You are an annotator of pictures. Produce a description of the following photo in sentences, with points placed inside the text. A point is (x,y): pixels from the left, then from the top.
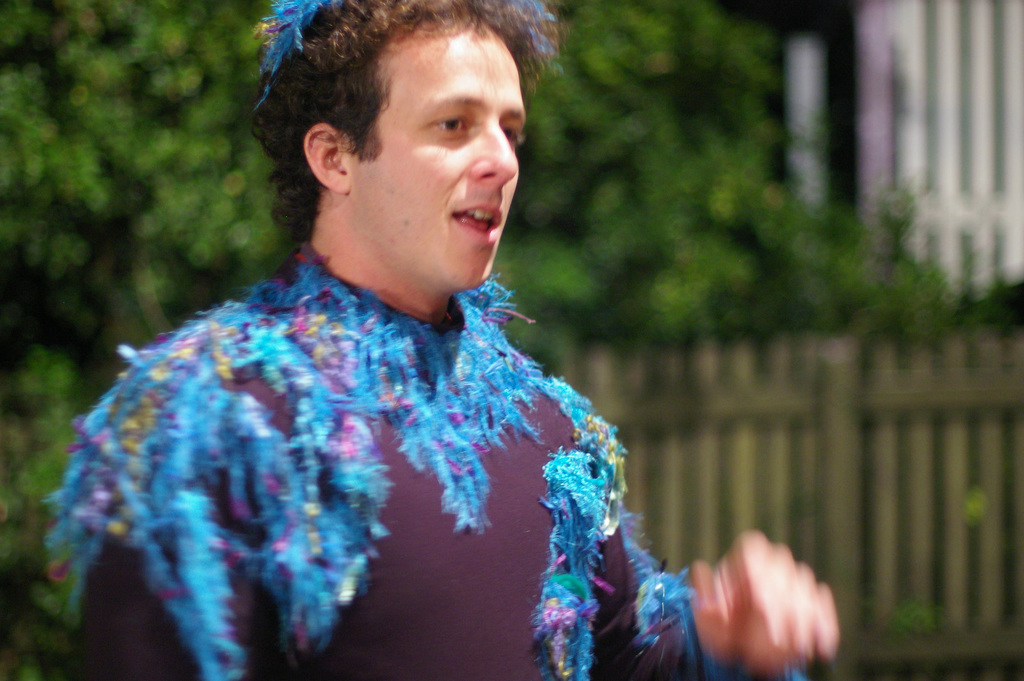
In this image in the front (379,305) there is a person (372,344) standing. In the background (209,179) there are trees (707,232) and there is a wooden fence (843,448).
